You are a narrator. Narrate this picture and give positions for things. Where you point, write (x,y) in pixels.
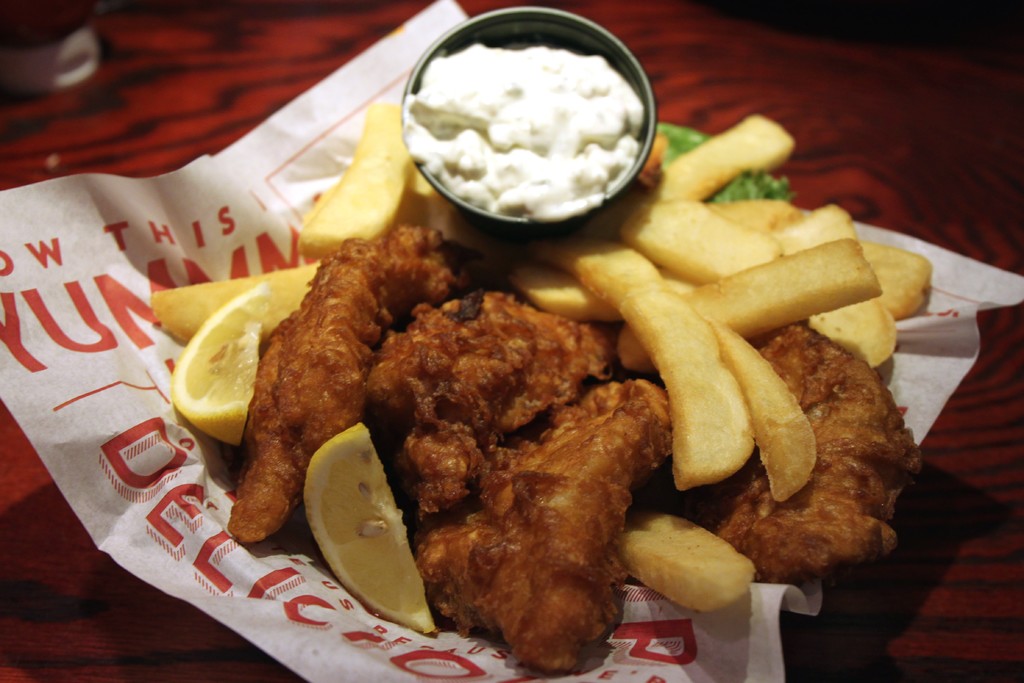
Here in this picture we can see a table (91,117) present, on which we can see meat (303,401), french fries (693,327) and lemon pieces (325,463) present on a paper (102,268) over there and we can see some sauce (543,158) also present in the bowl (489,72) over there.
